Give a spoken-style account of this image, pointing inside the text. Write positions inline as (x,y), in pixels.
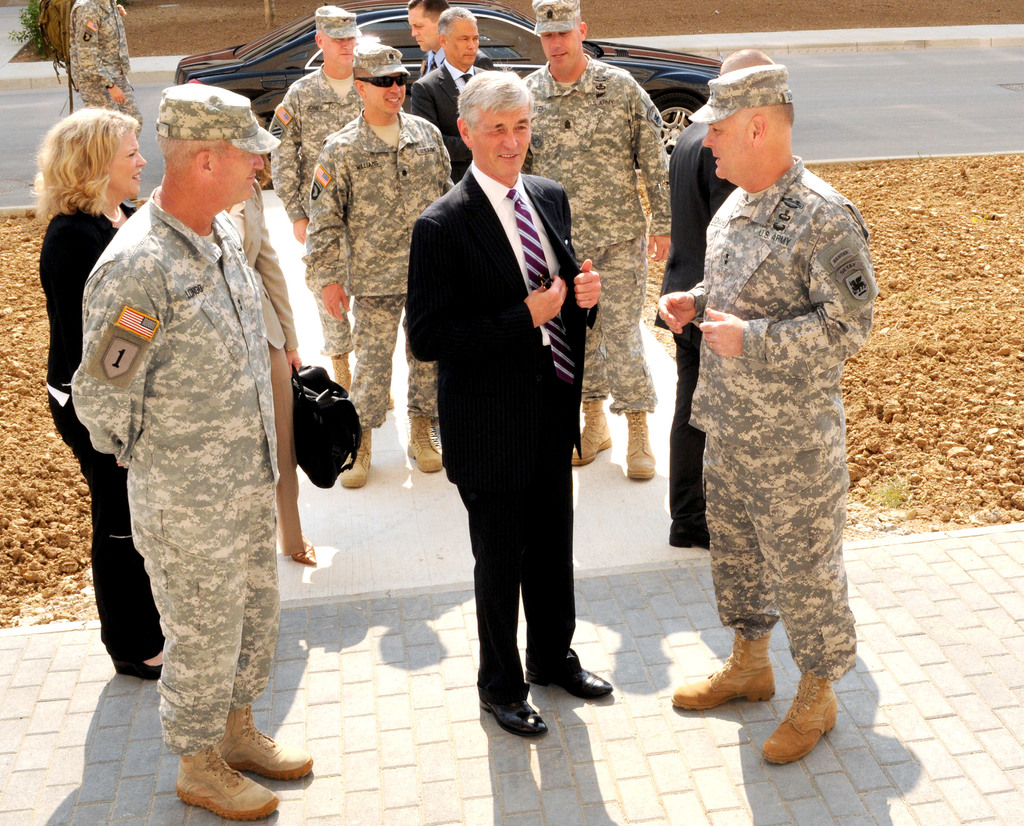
In this image there are people (499,216) standing on a path (356,662), in the background (658,72) there is a car (650,60) on a road (841,93) and there is a man (119,49) standing near the car (189,64), on either side of the path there is soil (960,303).
